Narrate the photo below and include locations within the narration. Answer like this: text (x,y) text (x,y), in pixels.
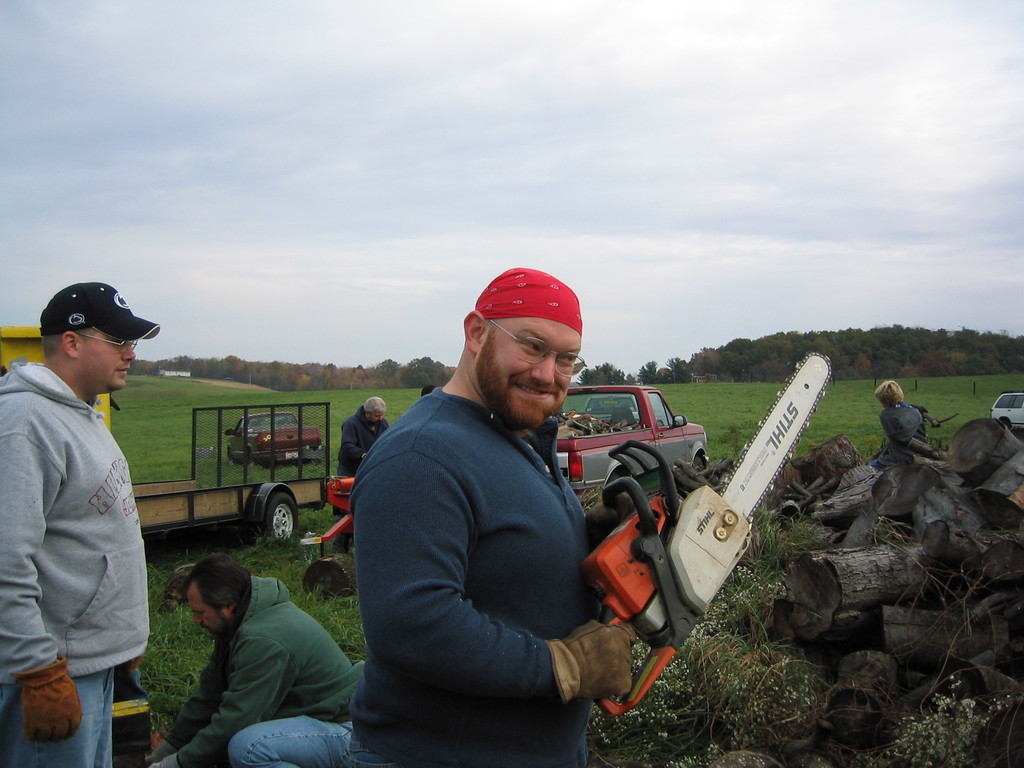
In this image I can see a person (562,339) is holding an object (666,489) in hand (577,635) and four persons (198,568) on the grass (216,539). In the background (285,497) I can see vehicles (652,438), tree trunks (911,467), trees (794,347), mountains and the sky (673,186). This image is taken may be in a farm (197,550).
